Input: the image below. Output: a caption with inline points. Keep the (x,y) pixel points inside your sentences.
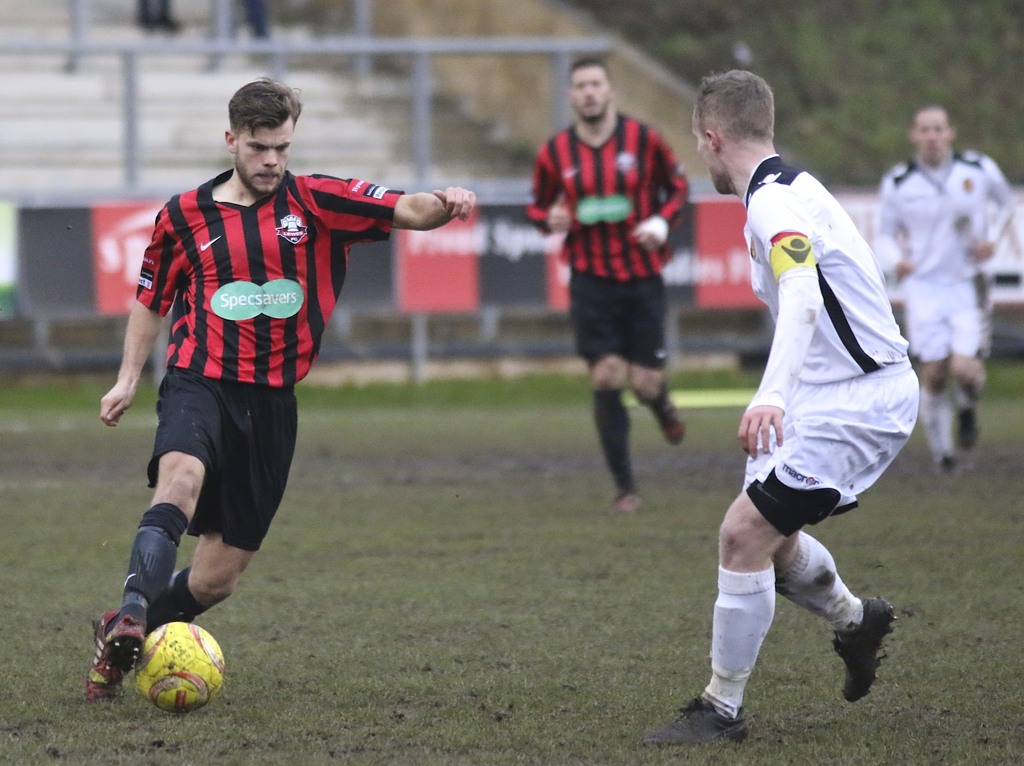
There are a four people (965,208) who are a playing a football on the football ground (583,569).
